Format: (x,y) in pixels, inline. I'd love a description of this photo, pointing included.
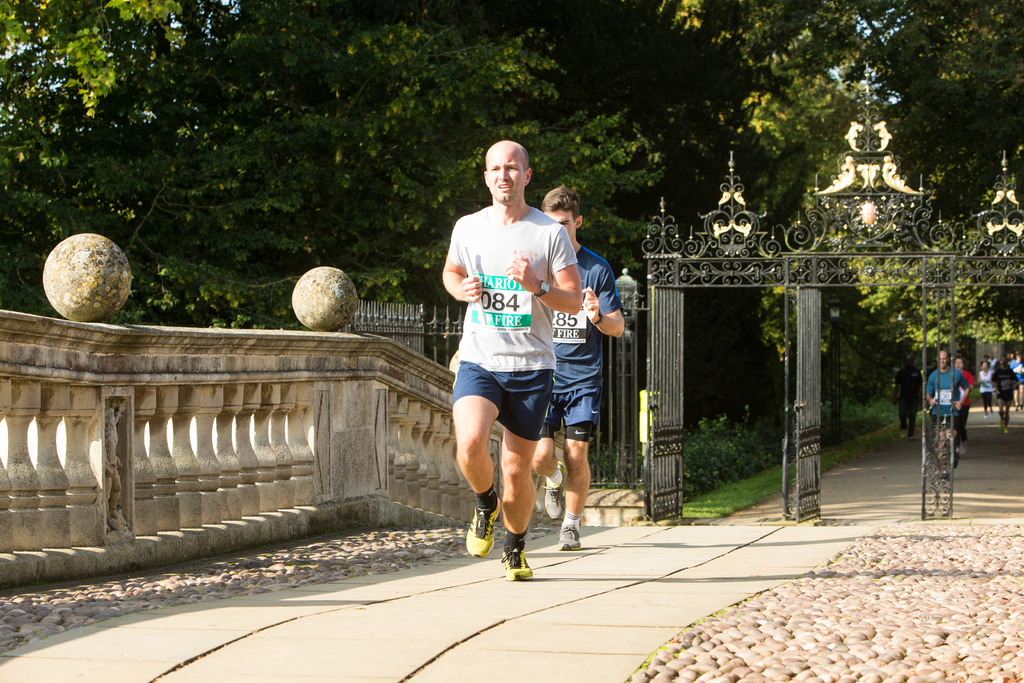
In this image, we can see people (502,361) running and in the background (557,100), there are trees (645,123) and some other people (937,365) and we can see an arch (804,276) and a gate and there are railings (407,403). At the bottom (750,624), there is a road (778,620).
